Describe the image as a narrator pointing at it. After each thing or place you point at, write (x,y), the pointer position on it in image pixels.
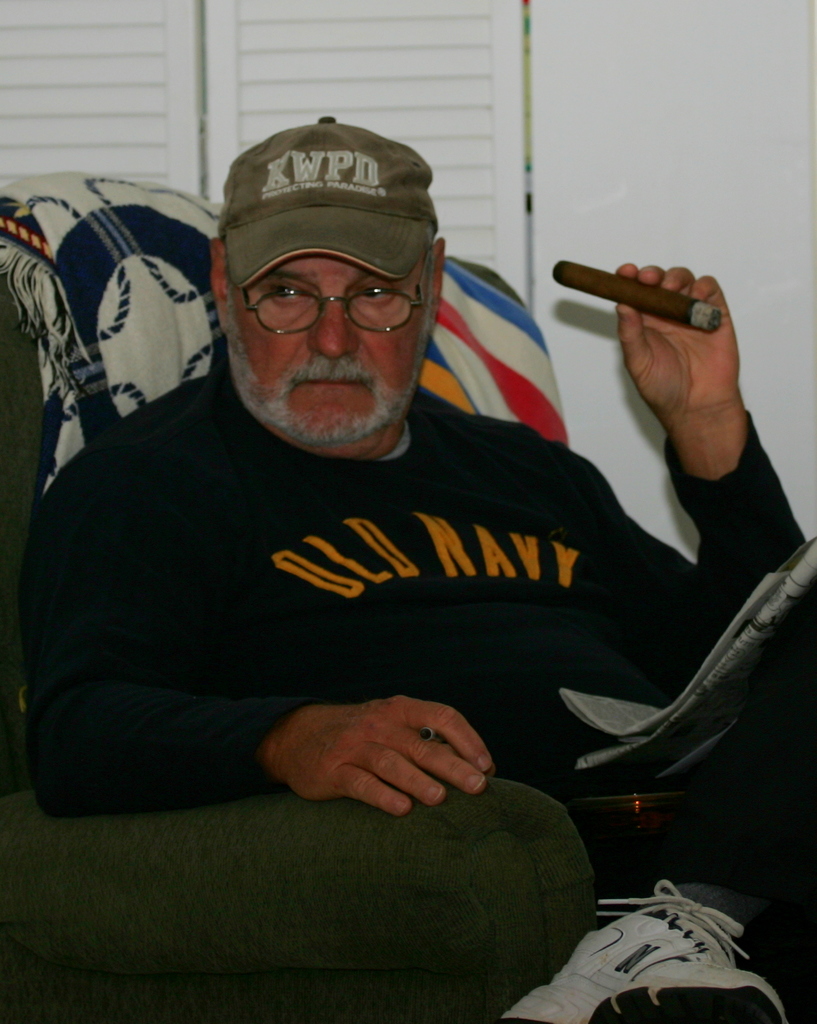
In this image I can see a person (692,357) is sitting on a sofa (383,926) and holding a cigar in hand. In the background (800,396) I can see a window (190,25) and a wall (556,125). This image is taken in a room (371,382).
